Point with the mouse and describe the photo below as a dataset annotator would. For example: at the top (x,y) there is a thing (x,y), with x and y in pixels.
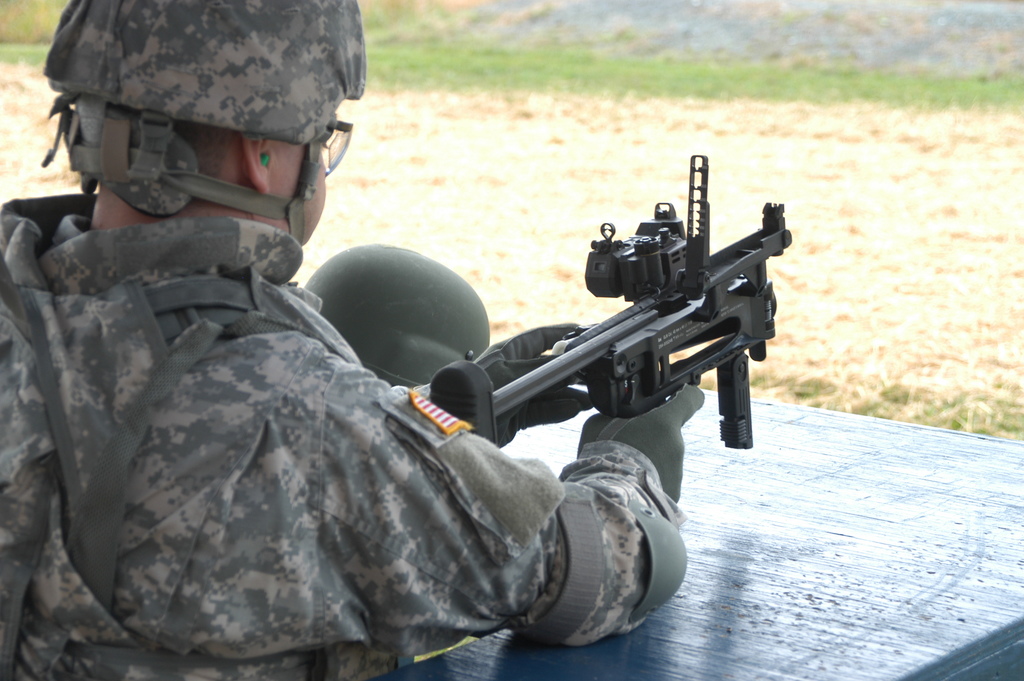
In this image I can see a person (236,482) wearing uniform (227,502) and helmet (246,48) is holding a black colored gun (629,401) in his hand (688,403). In the background (849,197) I can see the ground (852,188) and some grass (732,93) on the ground (628,69).
